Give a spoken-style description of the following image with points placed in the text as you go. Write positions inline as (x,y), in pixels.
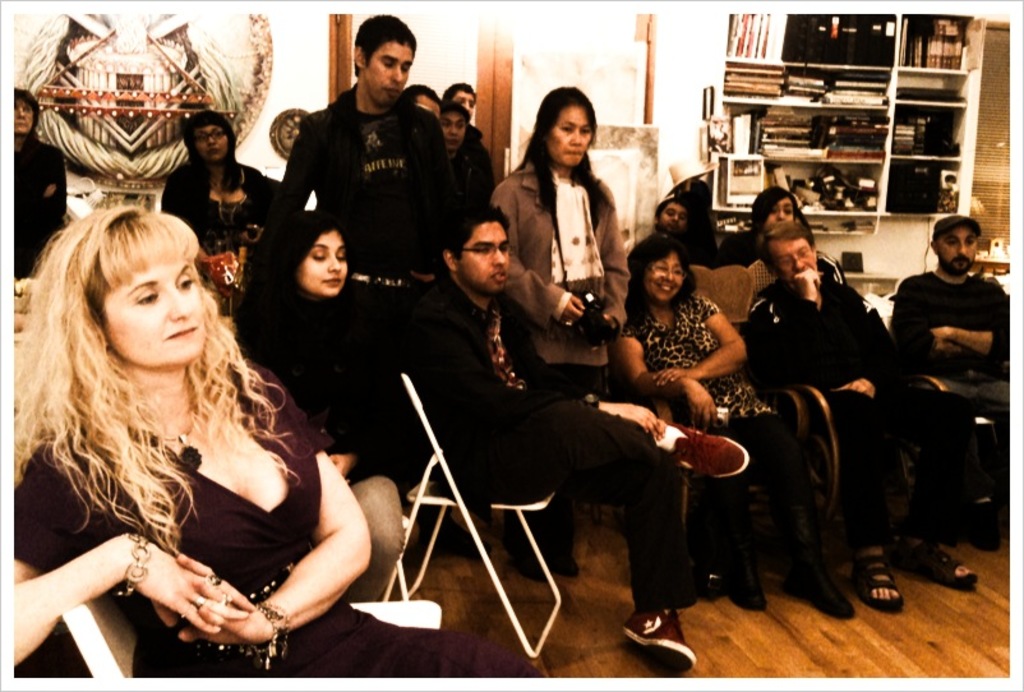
In this image there are group of people (524,349) sitting on the chairs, there are group of people (510,280) standing, and there are books (802,140) and some other objects (854,55) in the shelves (891,76), and in the background (653,182) there are some items (288,131).
